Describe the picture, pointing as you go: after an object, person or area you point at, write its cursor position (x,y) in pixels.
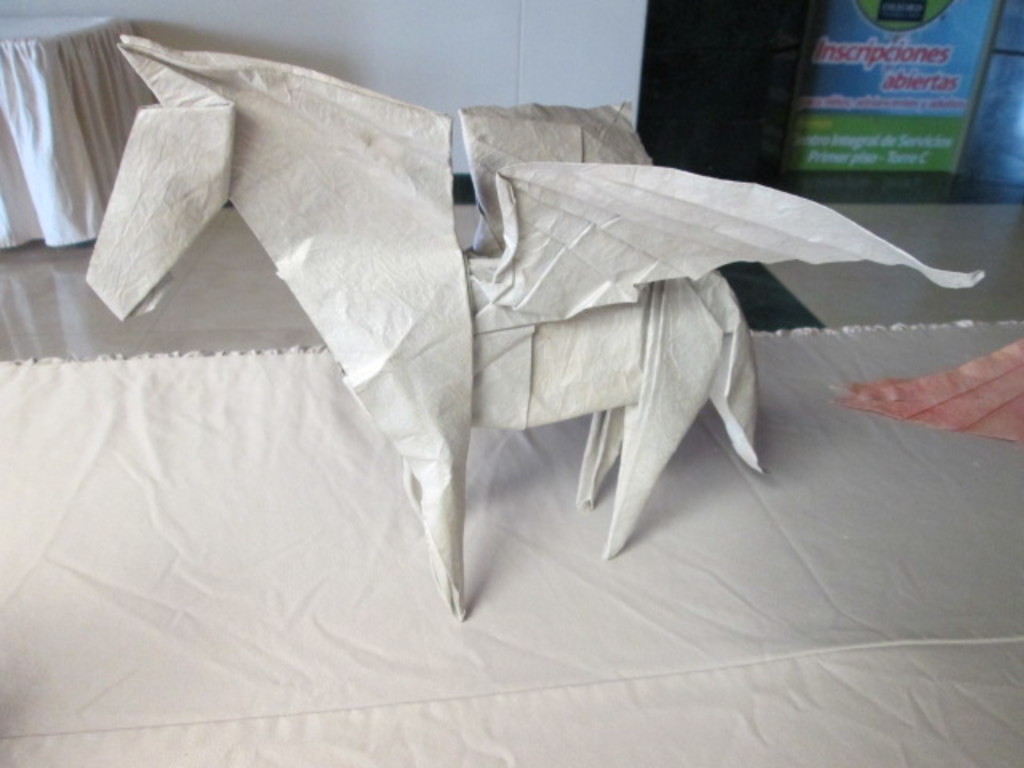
In the image we can see there is a statue of horse (400,308) made with paper (400,308) and kept on the table (322,568).
